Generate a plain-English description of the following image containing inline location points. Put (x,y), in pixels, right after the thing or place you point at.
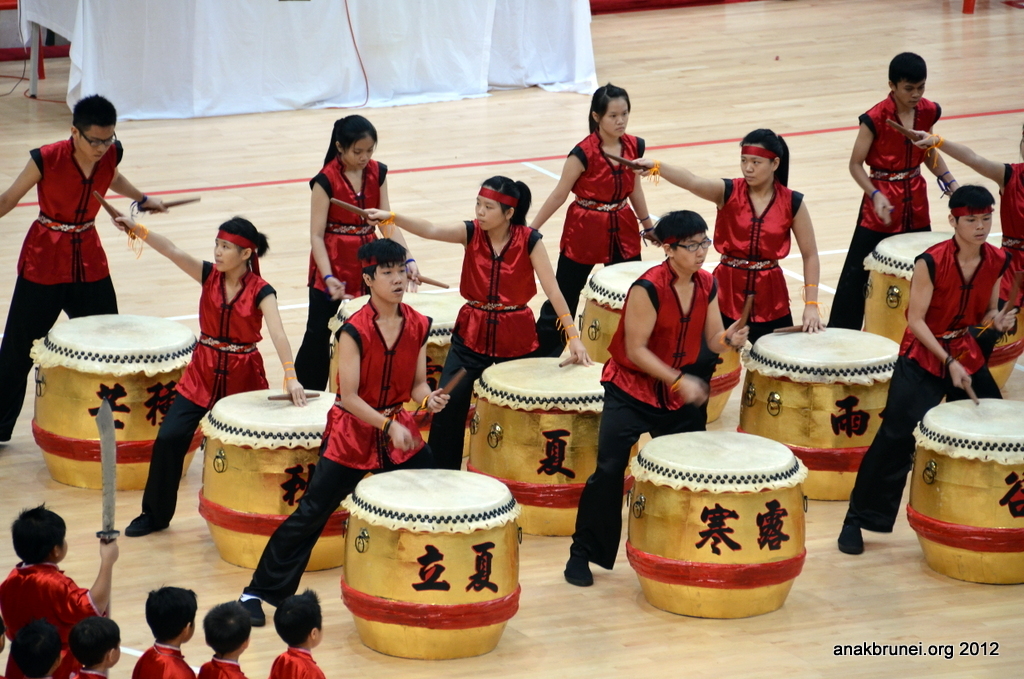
There are group of people (566,191) standing and playing drums (451,513). At the bottom left corner of the image (40,661) I can see children (212,639) standing. At background (425,37) I can see a white cloth (402,59) hanging.
